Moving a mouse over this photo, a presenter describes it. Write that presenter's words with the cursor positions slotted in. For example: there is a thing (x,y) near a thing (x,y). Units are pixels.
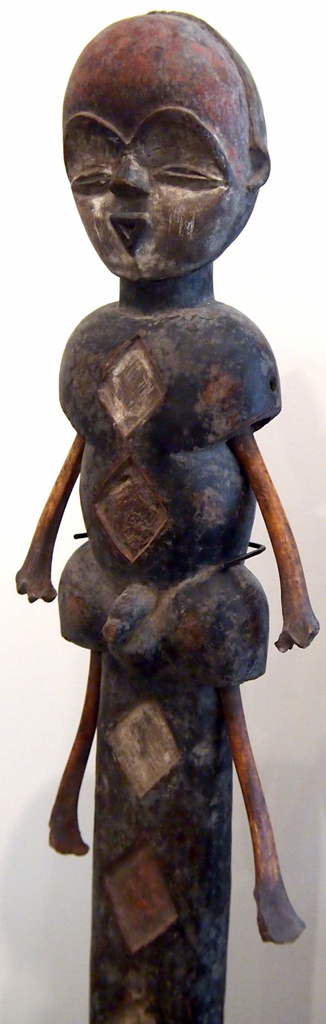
In this image we can see a statue (143,711). In the background (11,632) it is white.
